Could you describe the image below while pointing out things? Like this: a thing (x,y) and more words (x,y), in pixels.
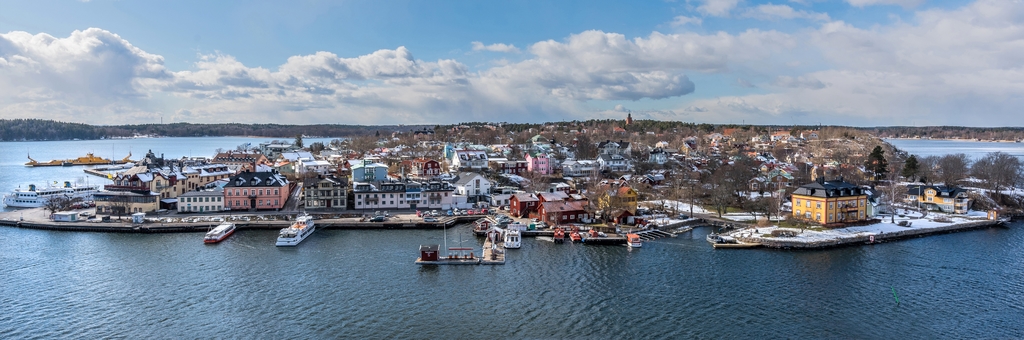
This picture shows few buildings (861,194) and we see trees (350,129) and few boats (278,238) and a ship (85,158) in the water (46,153) and we see a blue cloudy Sky (567,32).
